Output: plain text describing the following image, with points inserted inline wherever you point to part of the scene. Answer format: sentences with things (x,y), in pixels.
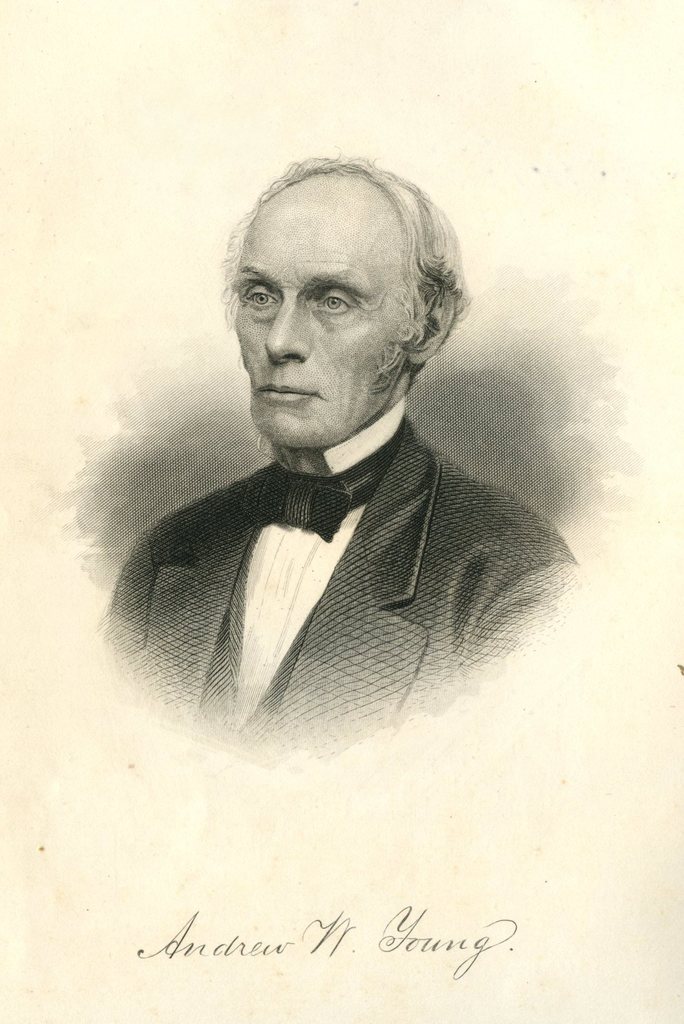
This picture is a painting. In the center of the picture (250,530) there is a person (282,584) wearing suit (328,599). At the bottom (266,939) there is text (318,925).
